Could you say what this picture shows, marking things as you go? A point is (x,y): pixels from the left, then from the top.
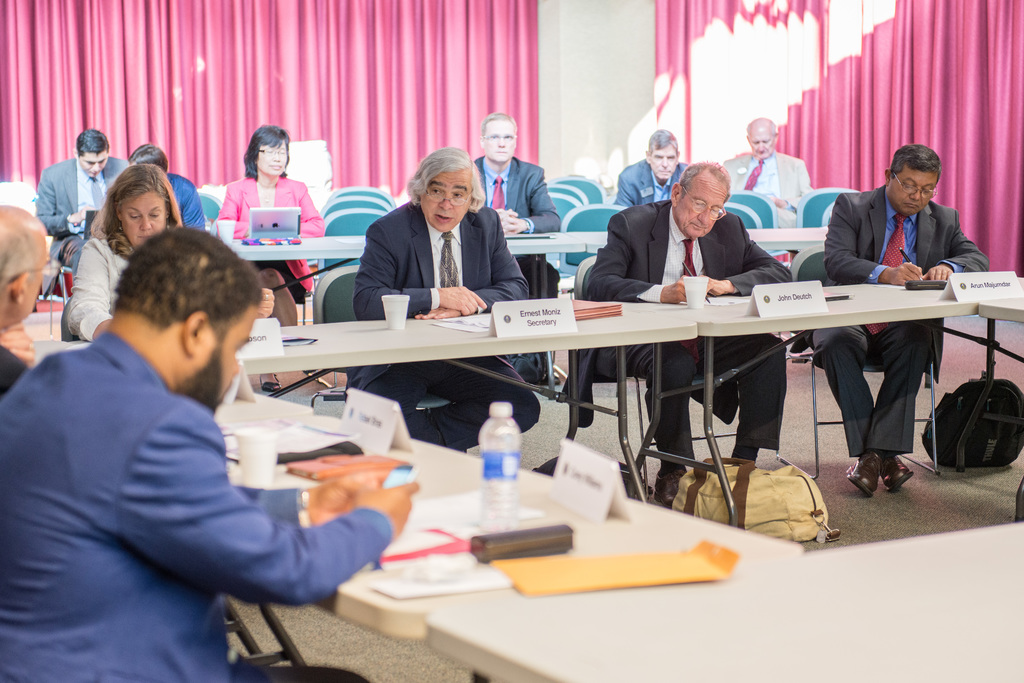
In this picture we have a group of people (424,229) sitting in front of a table (393,356). One of the old man (392,230) is looking at the person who is in front of him. In the background (119,70) there is a pink curtain (390,50) onto the wall (586,30).
